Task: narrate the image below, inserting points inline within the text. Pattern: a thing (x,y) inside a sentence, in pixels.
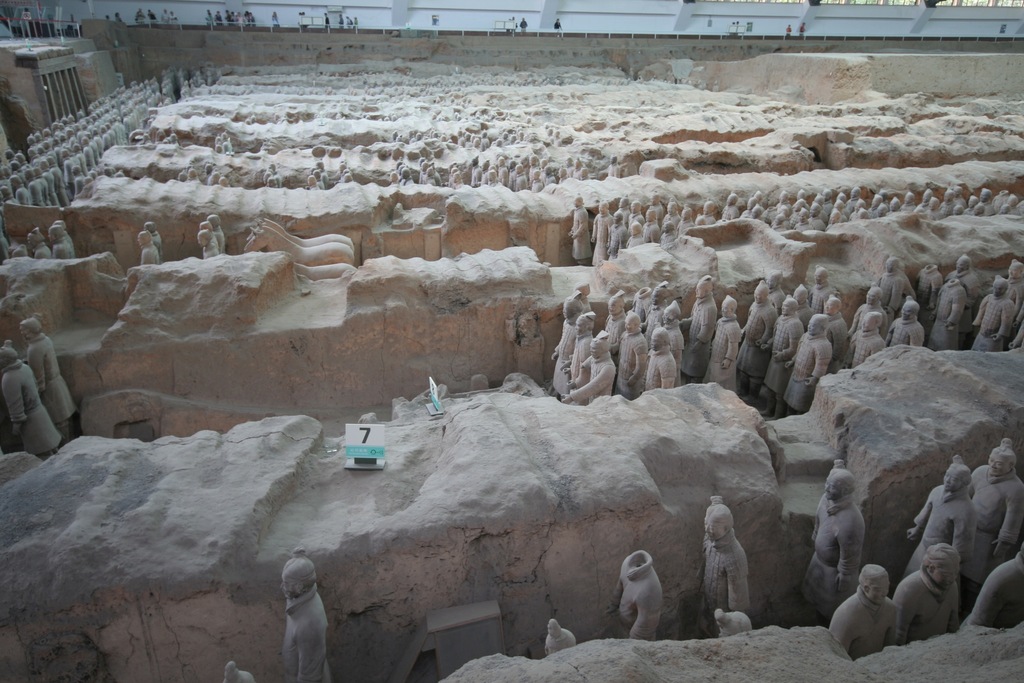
In the image there are many sculptures (993,190) and also there are walls (232,515). At the top of the image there is a railing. Behind the railing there are few people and also there are white color walls (910,18).
